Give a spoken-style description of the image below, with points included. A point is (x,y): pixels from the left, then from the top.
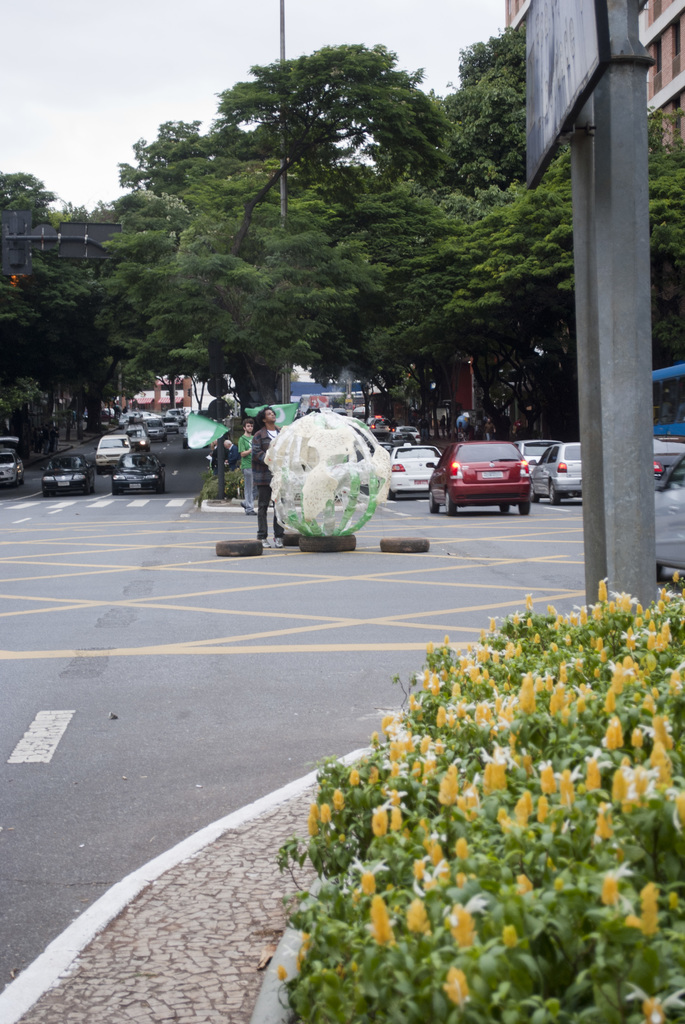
In this image, we can see some vehicles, people (234,468), trees (87,319), poles (598,239), boards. We can see the ground (164,792) with some objects (349,500). We can see some plants (484,795) and the sky (208,44).
